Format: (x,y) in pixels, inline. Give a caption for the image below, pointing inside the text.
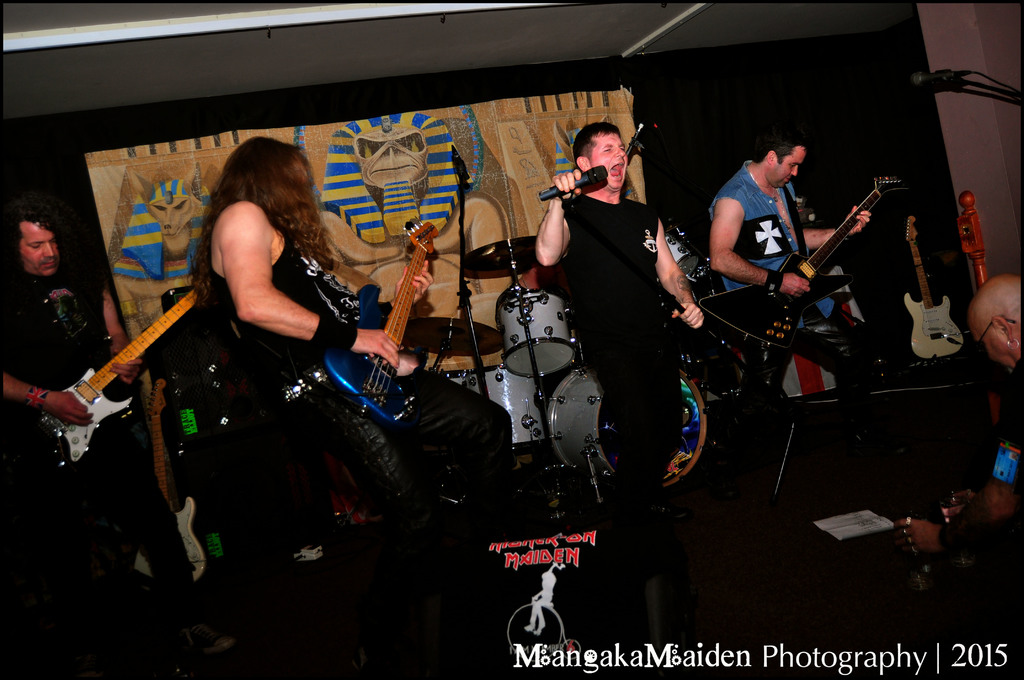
In the image we can see four persons (56,199) were standing and three (803,339) holding guitar (785,317). The center person (635,261) holding microphone (590,180). In the background (773,110) we can see banner (503,223), wall (731,137) and guitars (947,334).
